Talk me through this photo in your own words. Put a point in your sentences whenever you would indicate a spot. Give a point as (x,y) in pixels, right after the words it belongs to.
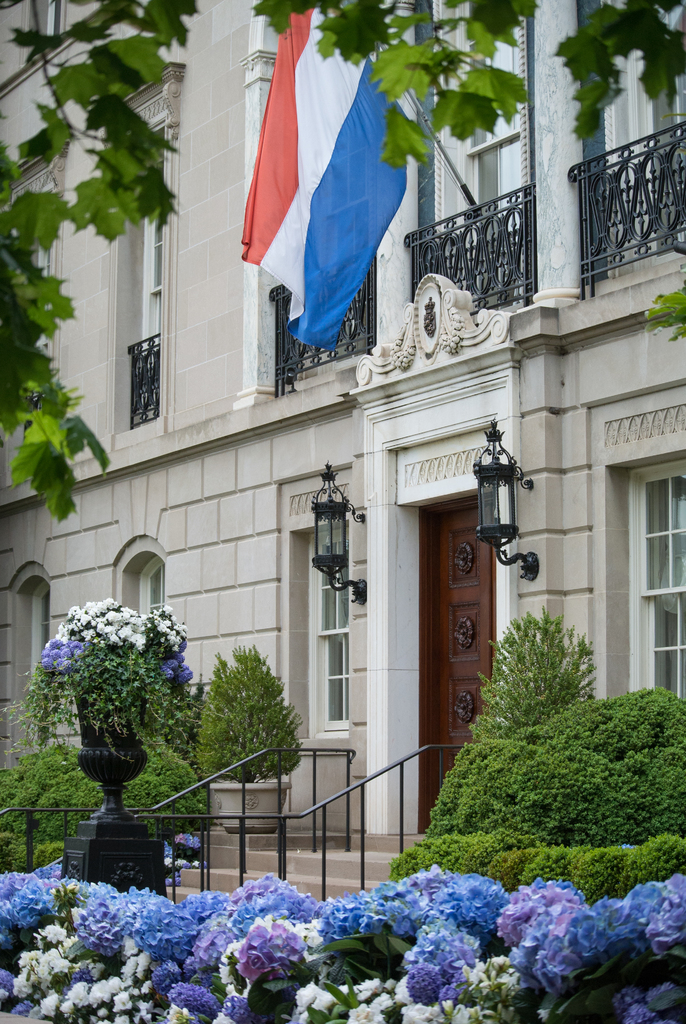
In this image in front (595,933) there are flowers (312,922). In the center of the image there is a flower pot (108,787). There are stairs (282,858). There are plants (509,829). There are trees (576,56). In the background of the image (208,367) there is a building (403,417). In front of the building (365,484) there is a flag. There are lights (329,507) and a railing (324,867).
